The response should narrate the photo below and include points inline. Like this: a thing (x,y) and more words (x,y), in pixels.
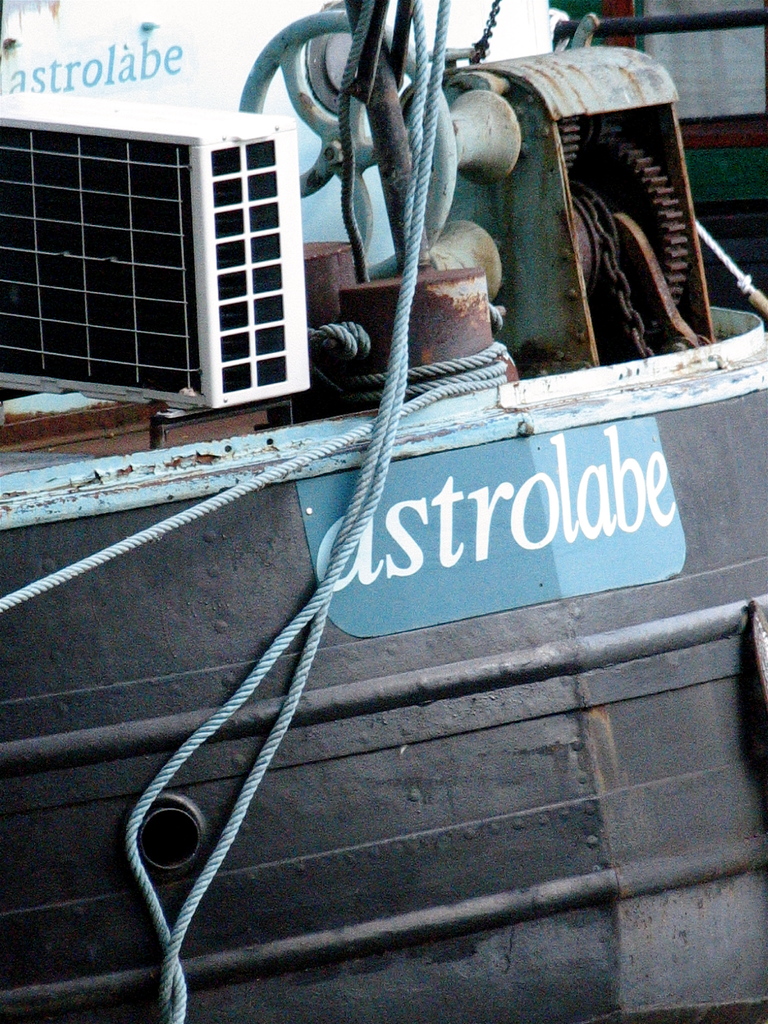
In this image in the front (478,432) there is an object (476,612) which is black in colour with some text (554,500) written on it and on the object (554,375) there are ropes (415,232), there is an object (198,254) which is white and black in colour and there is a machine (587,207). In the background (164,64) there is a boat (132,73) with some text (174,64) written on it.
